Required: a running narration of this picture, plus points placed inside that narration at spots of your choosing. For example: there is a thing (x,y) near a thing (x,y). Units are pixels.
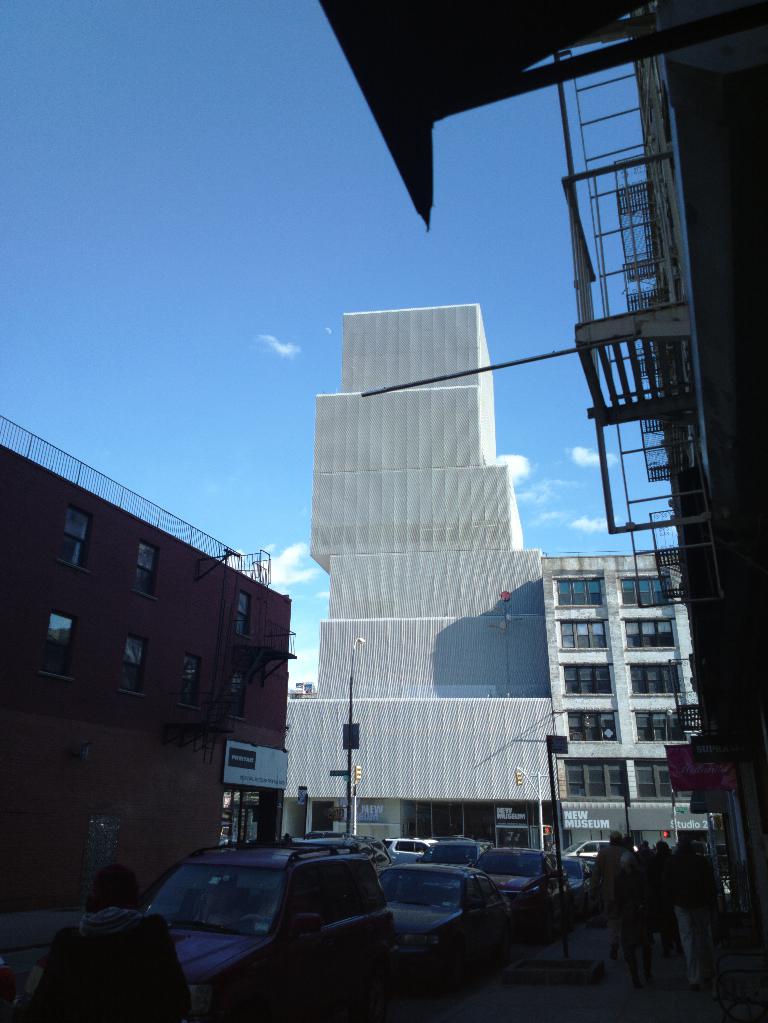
In this image at the bottom (334,860) we can see vehicles (336,925) and few persons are on the road (432,1003). In the background (337,798) we can see buildings (328,803), poles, traffic signal poles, buildings (326,632), windows (646,772), doors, objects (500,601) and clouds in the sky (10,123).
